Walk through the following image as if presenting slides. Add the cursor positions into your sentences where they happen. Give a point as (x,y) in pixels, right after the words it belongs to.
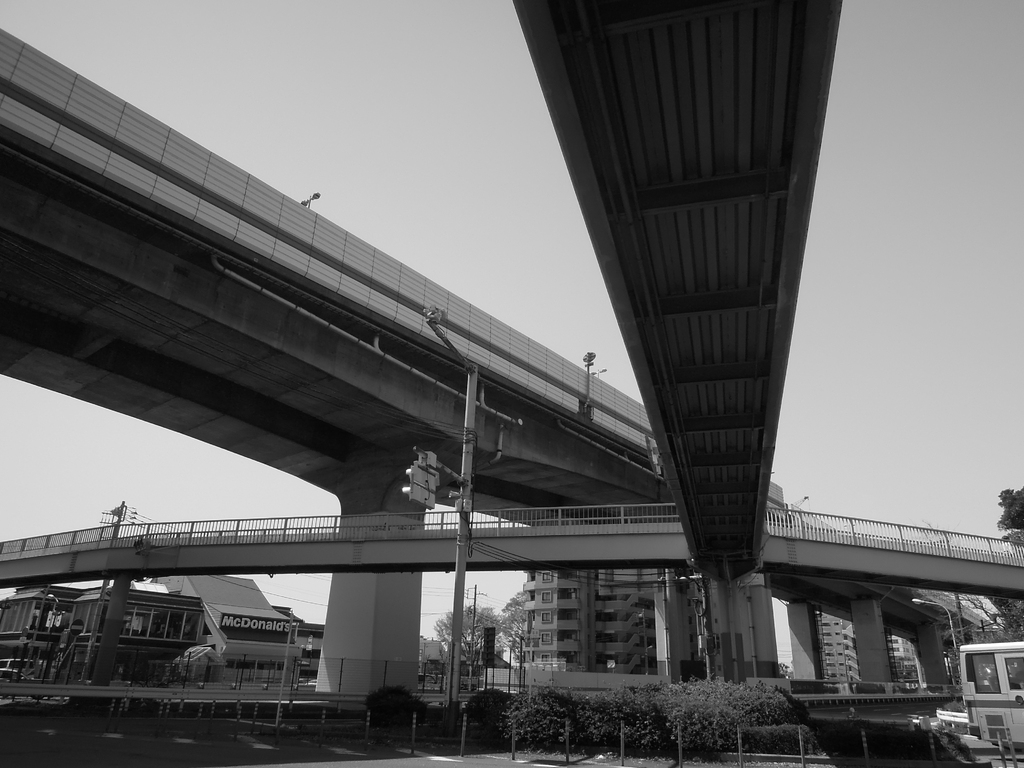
In this black and white image, we can see some buildings (629,620). There are bridges (709,275) in the middle of the image (673,504). There are some plants (745,712) and poles (622,715) at the bottom of the image (604,714). There is a sky (426,54) at the top of the image (404,52).
